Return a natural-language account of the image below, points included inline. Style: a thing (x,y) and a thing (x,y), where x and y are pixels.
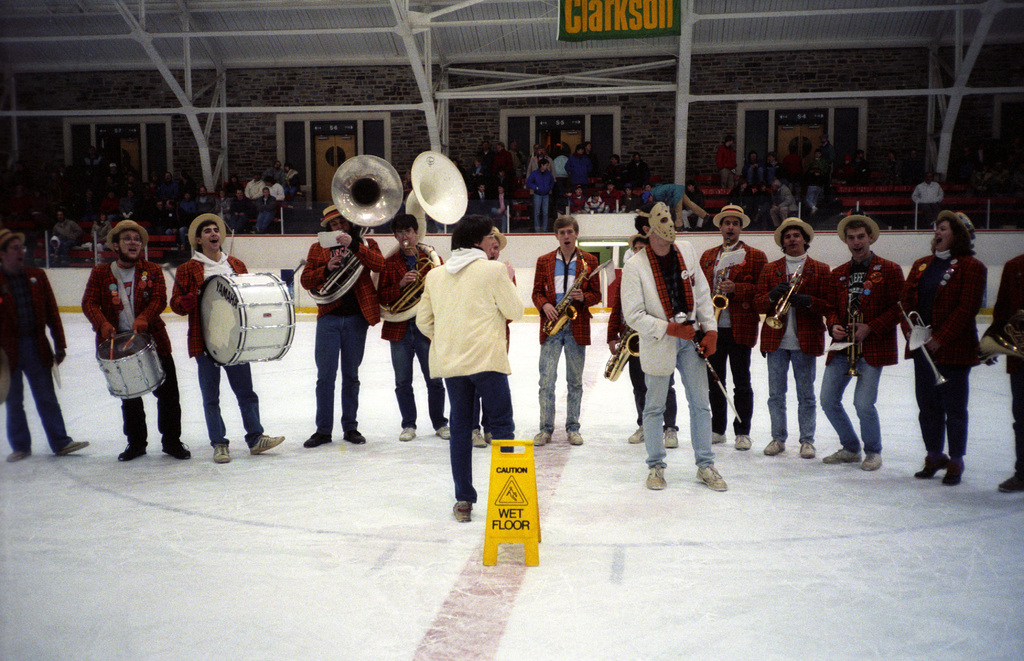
In this image we can see a few people (165,420), among them some people (130,410) are standing on the ground (89,370) and playing musical instruments (121,382), there is a board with some text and also we can see the windows (146,150) and metal rods (502,59), also we can see a caution board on the ground (479,577).
